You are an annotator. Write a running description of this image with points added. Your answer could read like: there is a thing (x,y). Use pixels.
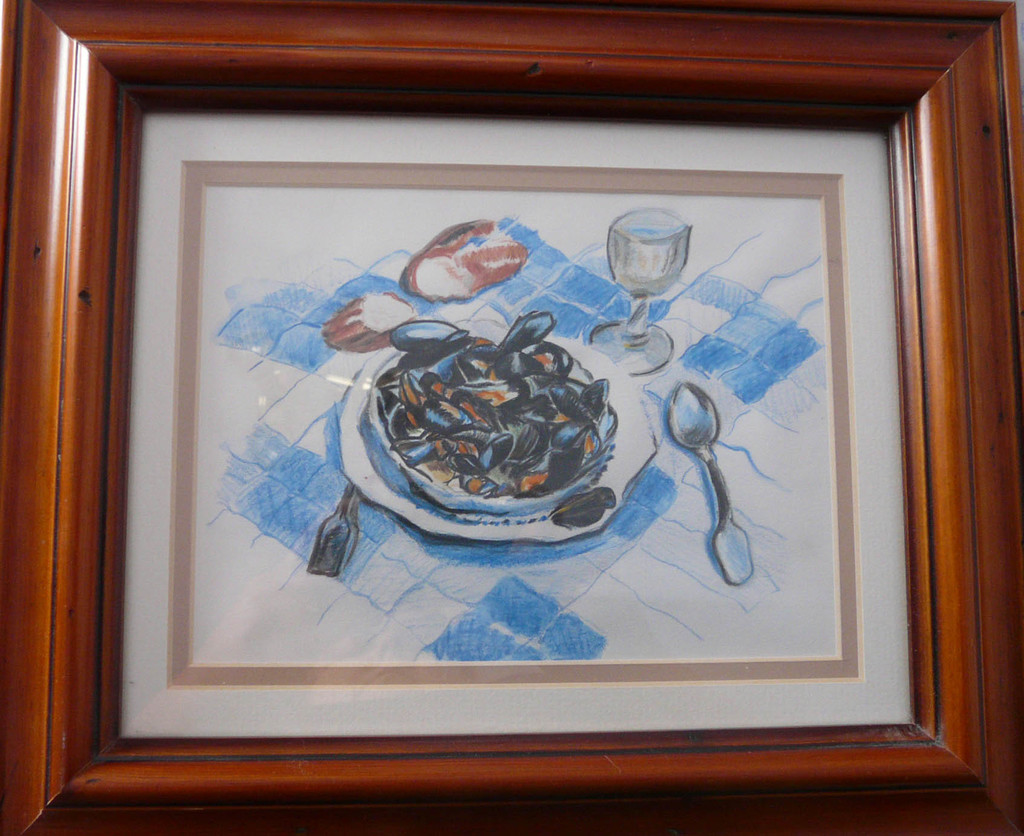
In the image we can see a frame (436,759) and in it there is a picture (540,445) of a wine glass (669,224), spoon (714,457), plate (527,507) and a food (470,470) on a plate (513,514).
